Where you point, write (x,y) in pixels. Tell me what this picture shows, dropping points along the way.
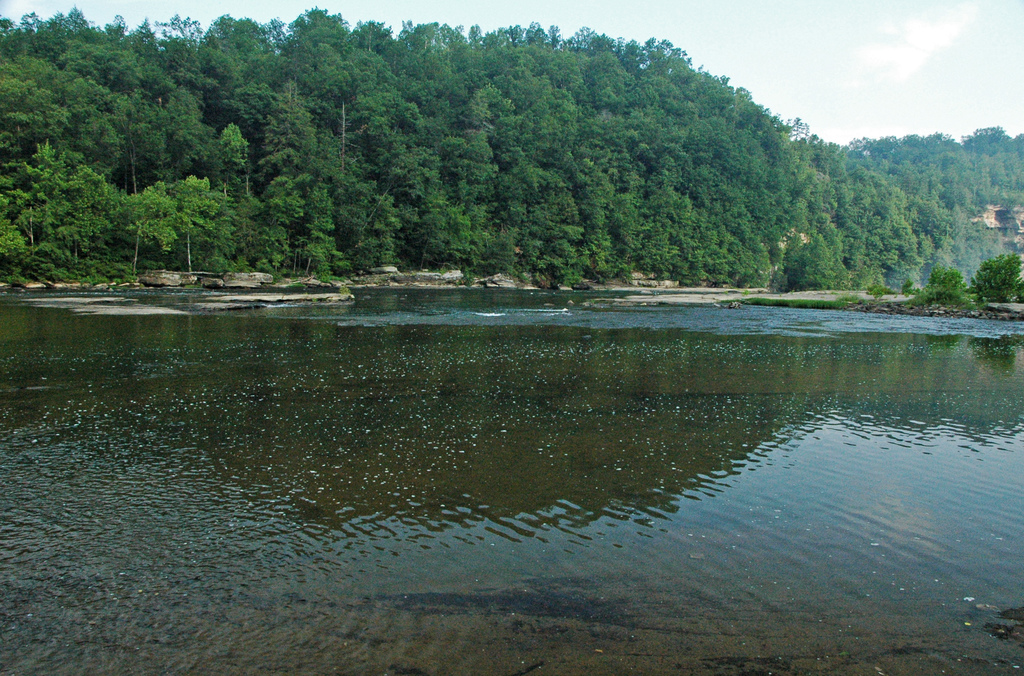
In the foreground of this image (448,551), there is water (566,510) and in the background (646,155), there are trees (910,167) and the sky (762,34).
